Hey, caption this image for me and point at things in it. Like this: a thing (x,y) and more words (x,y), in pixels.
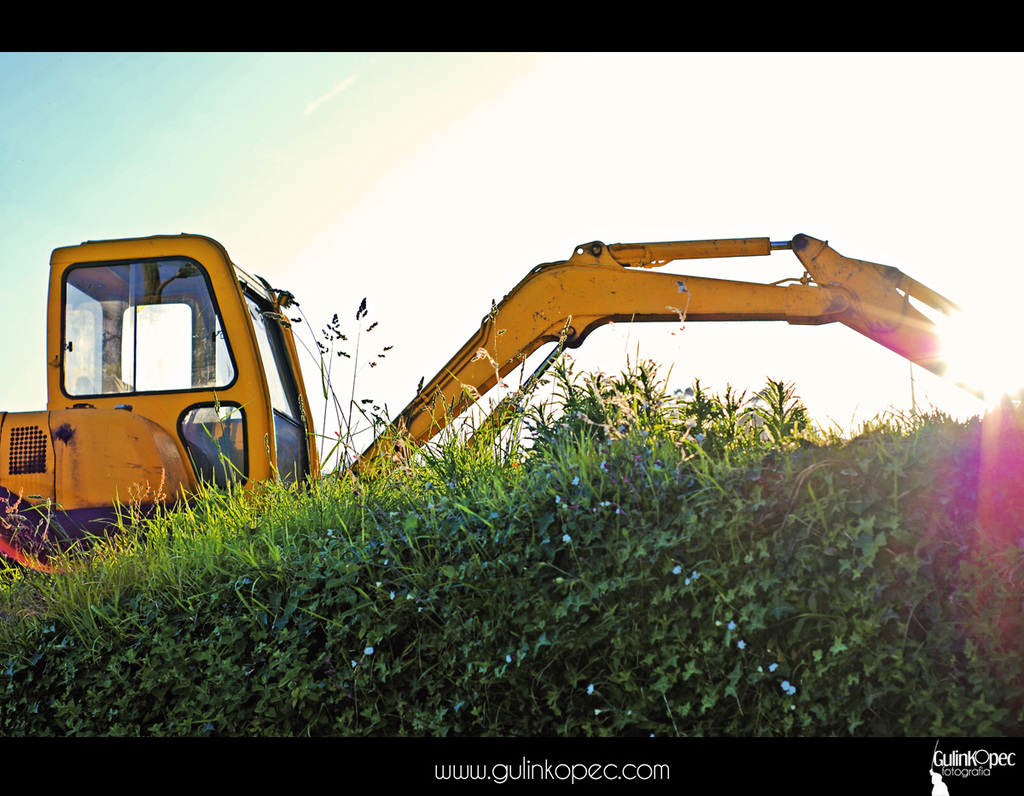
In this image, we can see some plants (200,651). There is an excavator (426,431) in the middle of the image (663,278). There is a text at the bottom of the image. There is a sky (446,126) at the top of the image (404,119).
